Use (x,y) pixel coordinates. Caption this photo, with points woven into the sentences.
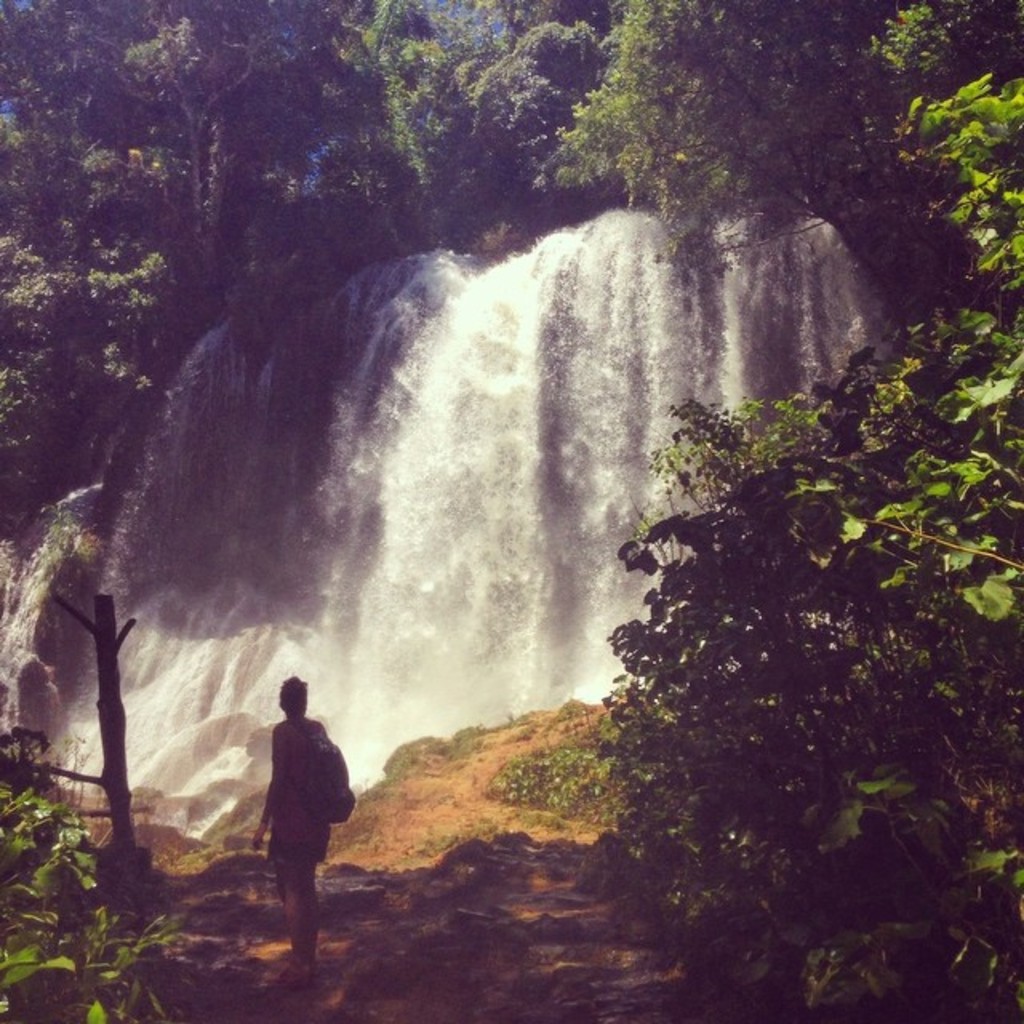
In this picture I can observe a person (314,945) standing on the land (294,1010). I can observe some stones (391,927) on the bottom of the picture (403,909). There are waterfalls (375,501). I can observe some trees (151,140) and plants (916,325) in this picture.
